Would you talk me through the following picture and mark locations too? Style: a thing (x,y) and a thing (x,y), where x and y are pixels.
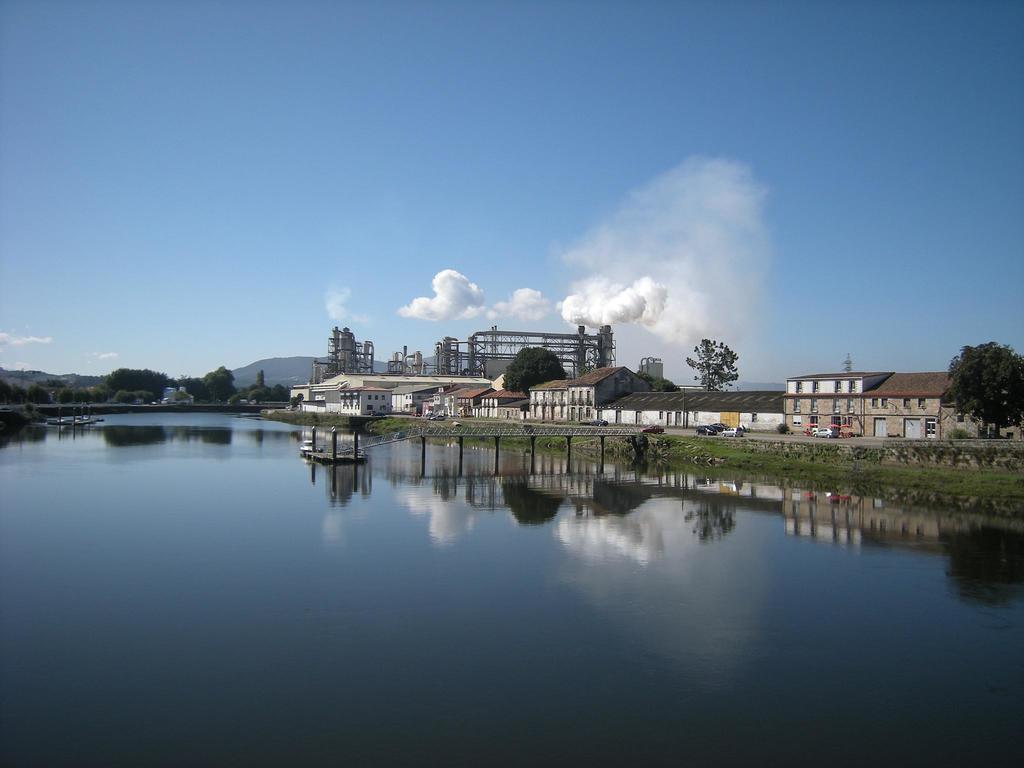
In this image we can see few buildings (694,418), a bridge (531,440), water (452,469) under the bridge (515,435), few vehicles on the road (828,440), there are few trees (161,376), mountains (285,370) and the sky (382,356) in the background (468,176).
